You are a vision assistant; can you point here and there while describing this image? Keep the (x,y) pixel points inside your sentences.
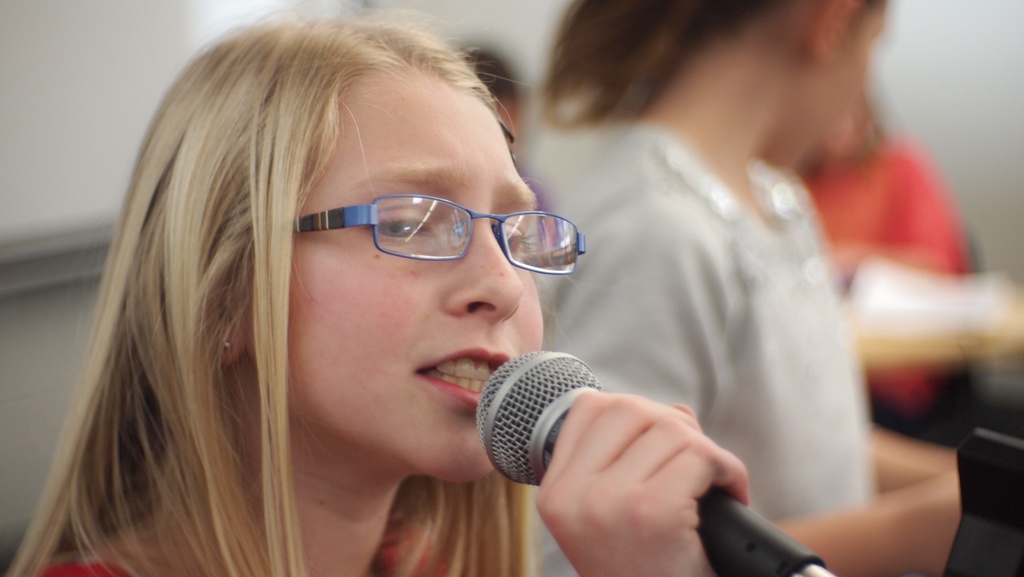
In this image I can see a woman (473,401) is holding a microphone (560,396) in her hand (552,477).
